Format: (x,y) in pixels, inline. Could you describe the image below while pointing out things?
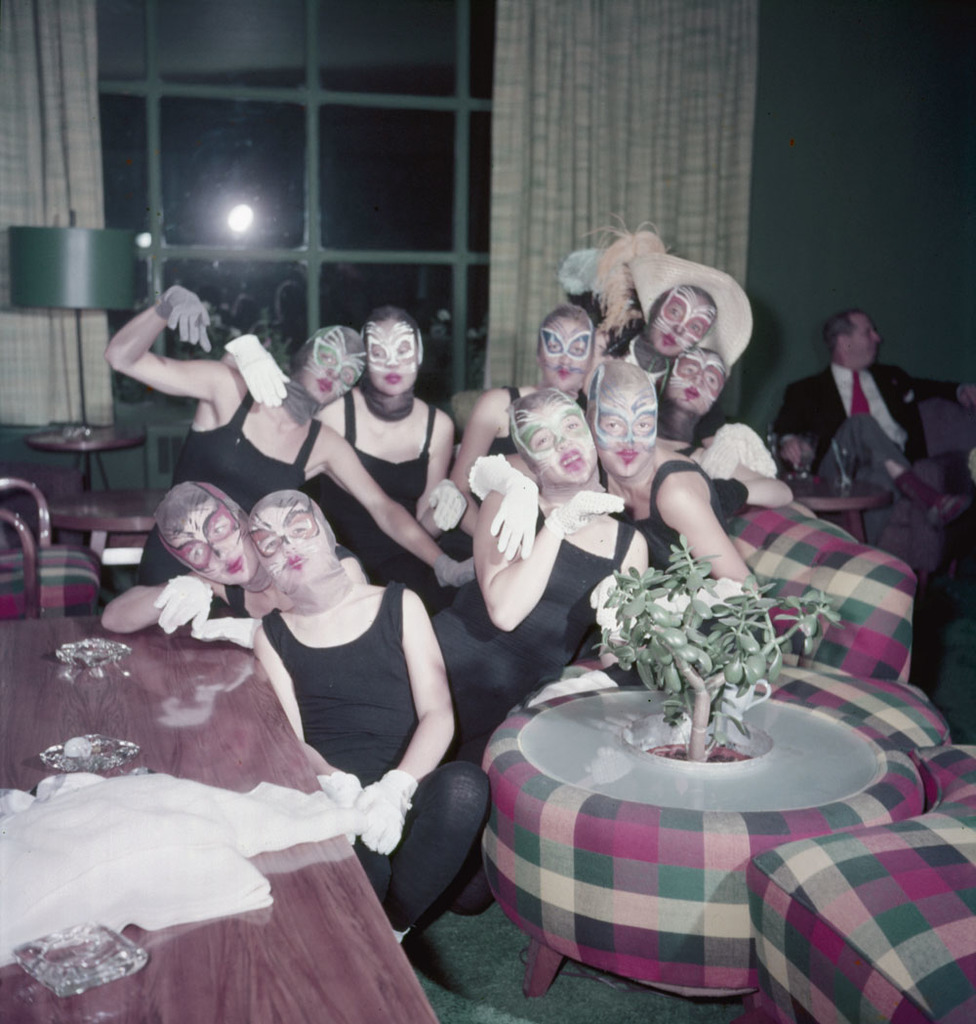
In this picture we can see a group of people (292,462) sitting, and here is the table (89,699) and some objects (88,773) on it, and at back (299,117) here is the glass door (276,146), and here is the light (237,225), and here is the wall (879,178), and here is the curtain (550,69).
